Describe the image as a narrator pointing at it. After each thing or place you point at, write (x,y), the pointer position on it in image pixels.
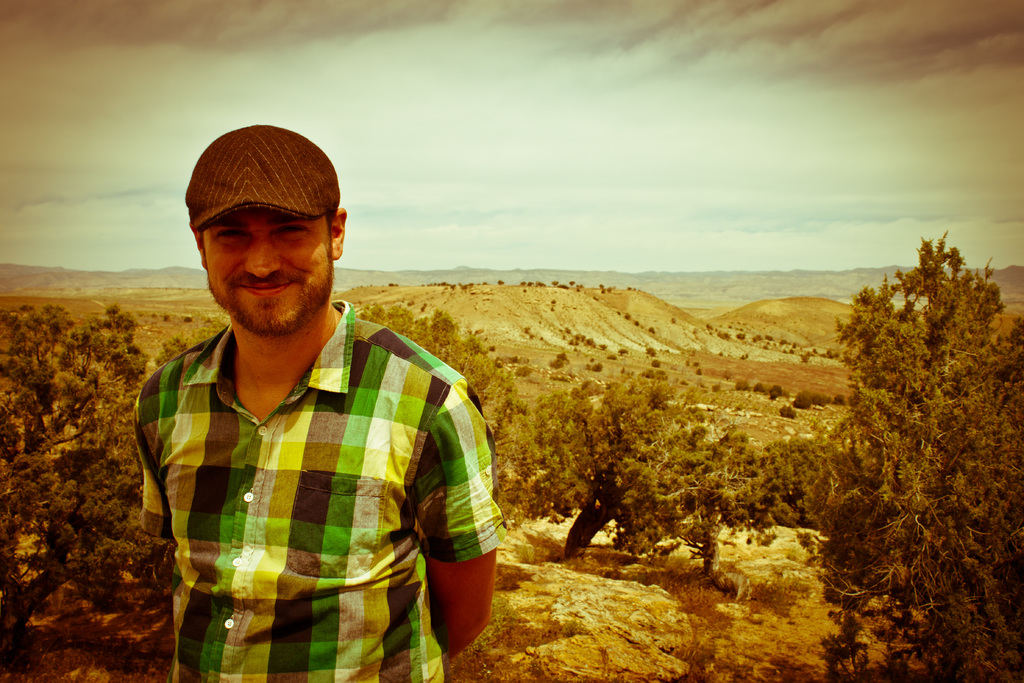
In this image there is the sky (569,99) towards the top of the image (579,106), there are hills (760,284), there are plants (463,287), there are trees (667,432), there is ground (637,628) towards the bottom of the image (689,605), there is a man (236,397) standing towards the bottom of the image (248,519), he is wearing a shirt (292,451), he is wearing a cap (275,209).
